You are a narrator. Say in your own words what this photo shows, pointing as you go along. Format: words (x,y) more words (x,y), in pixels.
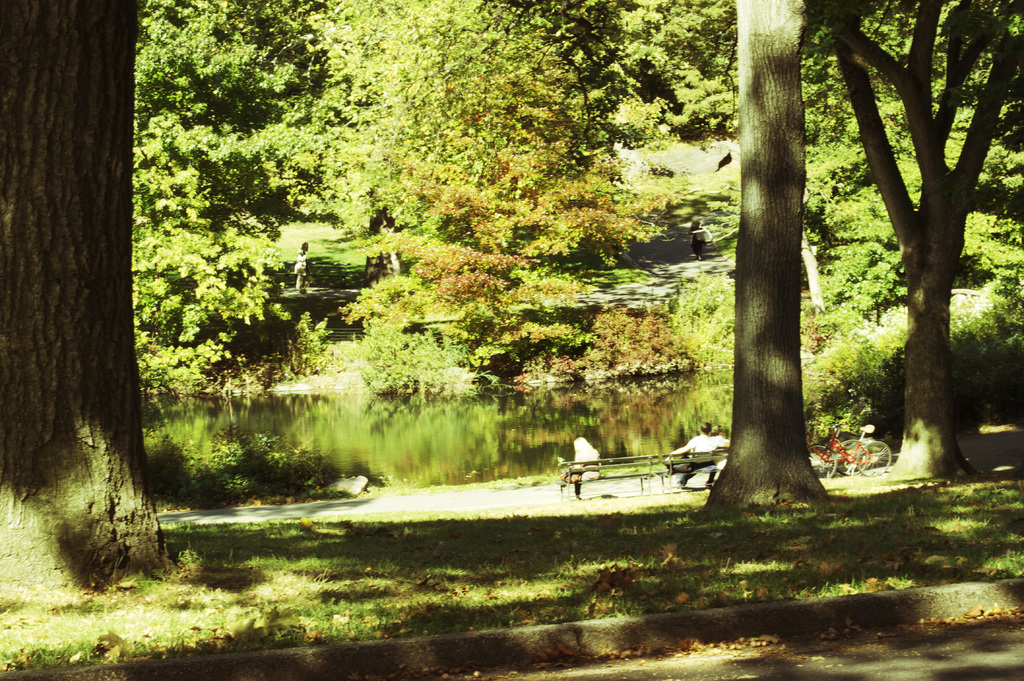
In this image in the front (455,584) there's grass (500,588) on the ground (501,536). In the background (519,256) there are trees (349,304), there is water (434,457), there are bicycles (863,447) and there are persons (580,459) sitting on the bench (666,469).
